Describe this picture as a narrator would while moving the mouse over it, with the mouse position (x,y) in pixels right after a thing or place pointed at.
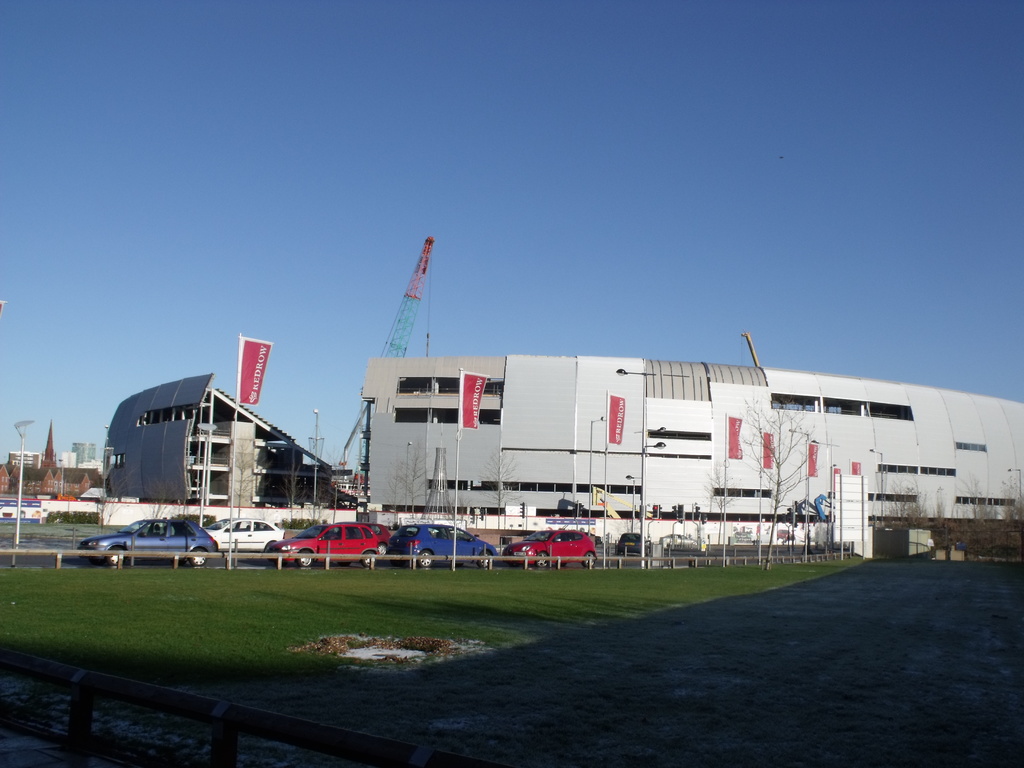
In this image I can see the ground (685,667), some grass (418,629) on the ground (428,610) and few vehicles (315,543) on the road (616,545). In the background (768,480) I can see few trees (787,478), few poles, few buildings (160,451), a crane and the sky (524,189).
